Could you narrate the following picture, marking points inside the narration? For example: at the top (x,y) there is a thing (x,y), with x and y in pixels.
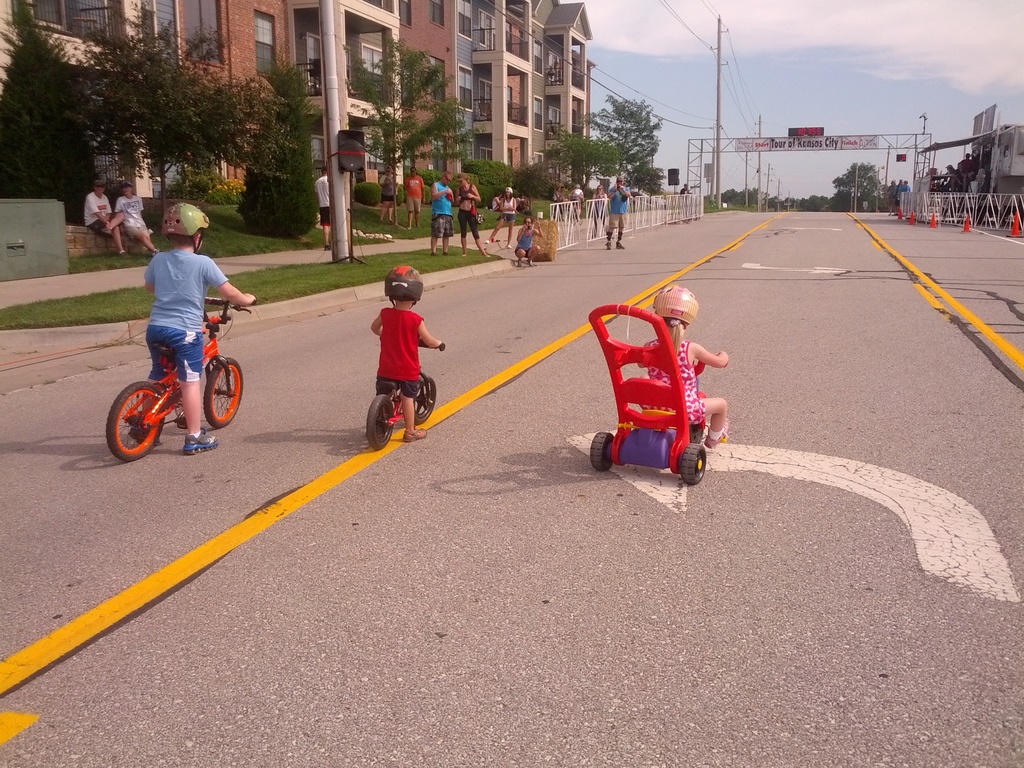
Three kids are riding the bicycle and a little toy bicycle (620,309) on a road (515,471). There are trees (240,146) in the left (8,34) and behind them there are buildings (483,134) and these kids (179,231) wearing helmets (181,206), t-shirt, shoes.
